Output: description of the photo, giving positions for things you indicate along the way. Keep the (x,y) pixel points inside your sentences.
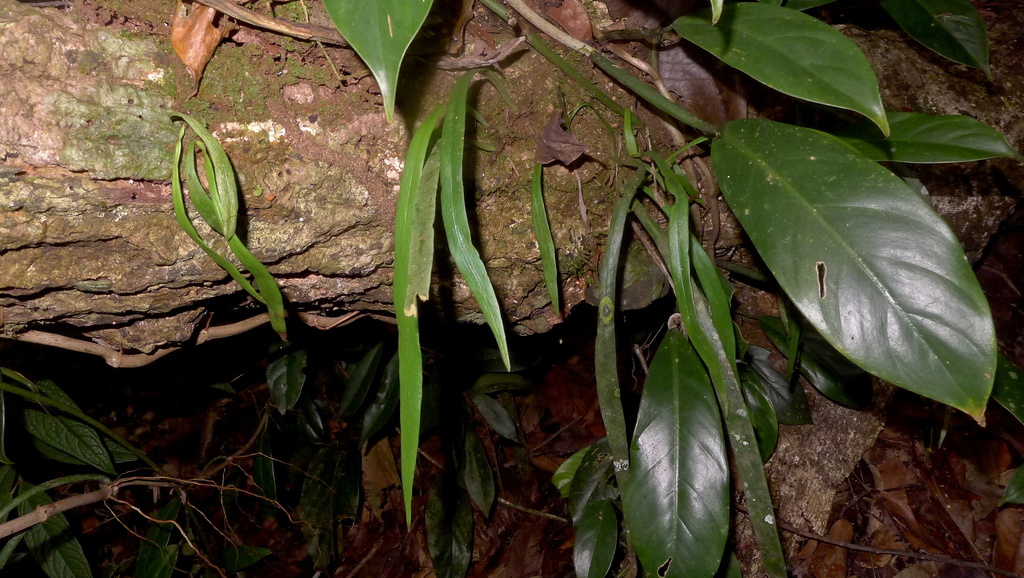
In this picture I see the leaves (730,293) on the stems (617,30).
